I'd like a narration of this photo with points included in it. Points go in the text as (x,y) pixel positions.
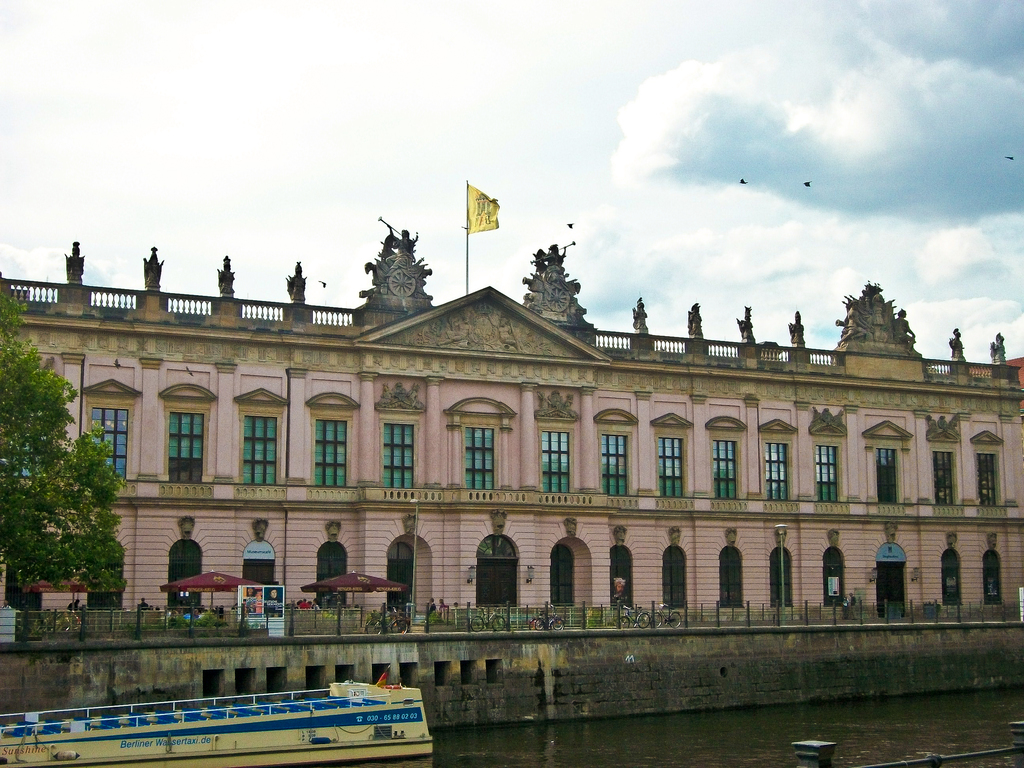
In the center of the image (546,470) there is a building (483,482). At the bottom of the image (624,624) we can see road (61,631), tents (198,580), persons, cycles (477,624), ship (244,746) and water (633,736). At the top of the building (390,335) we can see a flag (485,226). In the background (745,287) there are clouds (373,107) and sky (148,207).
